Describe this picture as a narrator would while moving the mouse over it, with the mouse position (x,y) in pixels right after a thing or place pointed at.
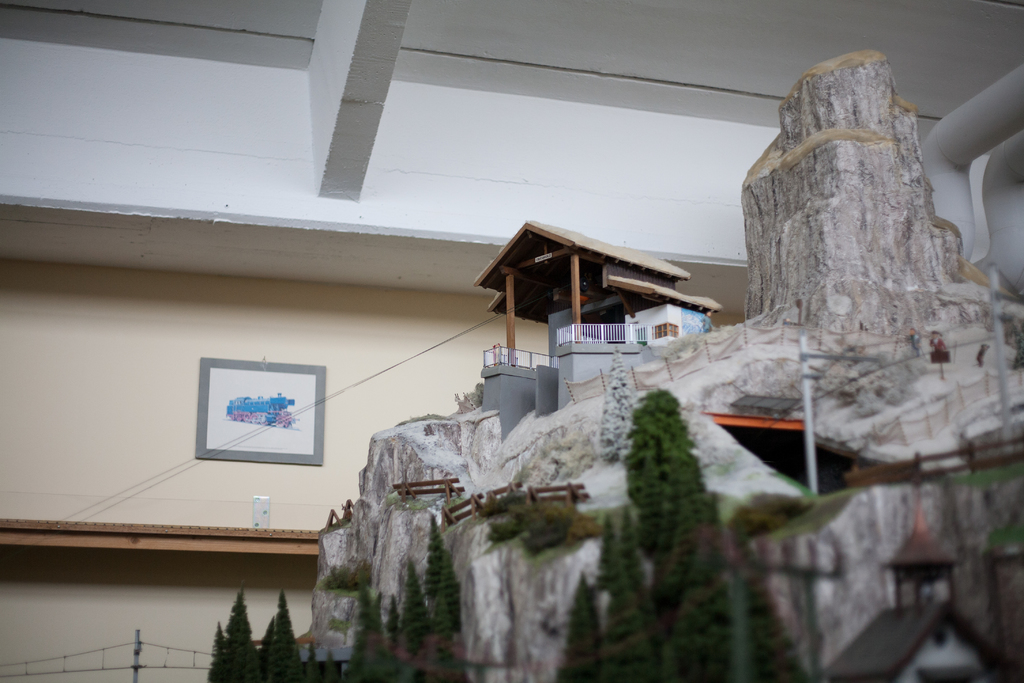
In this image we can see a scale model of a house (613,308), a mountain (713,474), fence (426,485) and trees (678,628). In the background (203,395), we can see a frame (261,393) on the wall (69,309). At the top of the image (493,136), we can see the roof (340,163). We can see a pipe (949,143) on the right side of the image (932,133). There is a fence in the left bottom of the image (104,656).
